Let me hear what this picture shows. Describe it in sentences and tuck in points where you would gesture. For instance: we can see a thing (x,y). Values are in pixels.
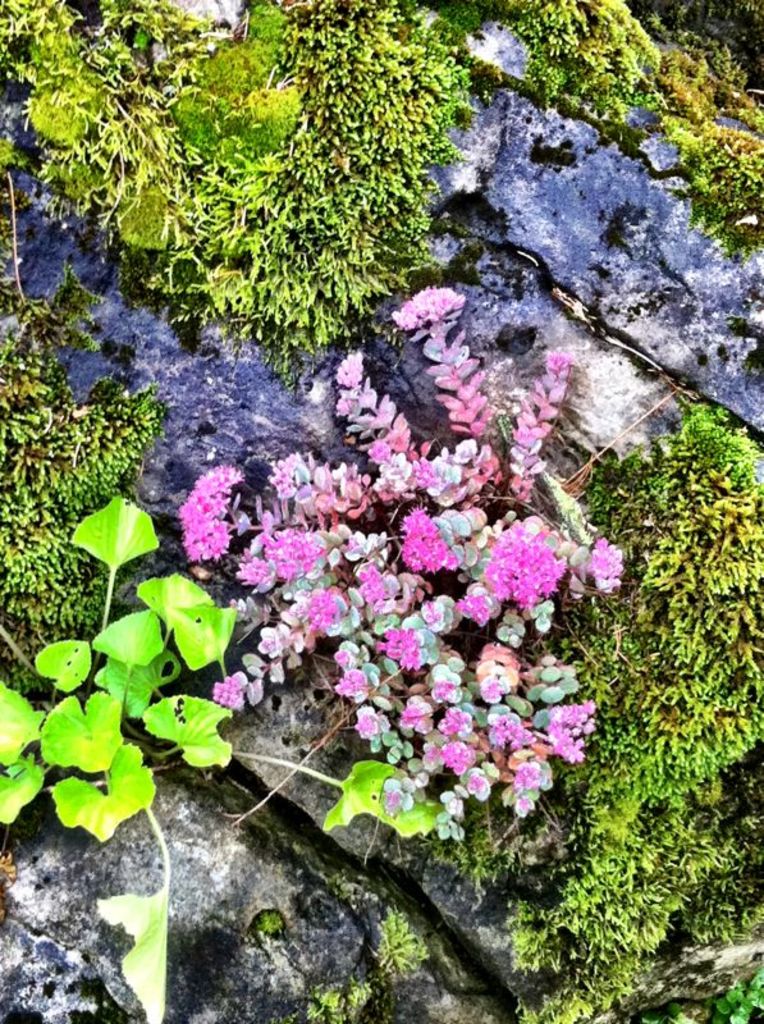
In this image we can see flowers (428,527), grass (724,425) and rocks (358,743).
